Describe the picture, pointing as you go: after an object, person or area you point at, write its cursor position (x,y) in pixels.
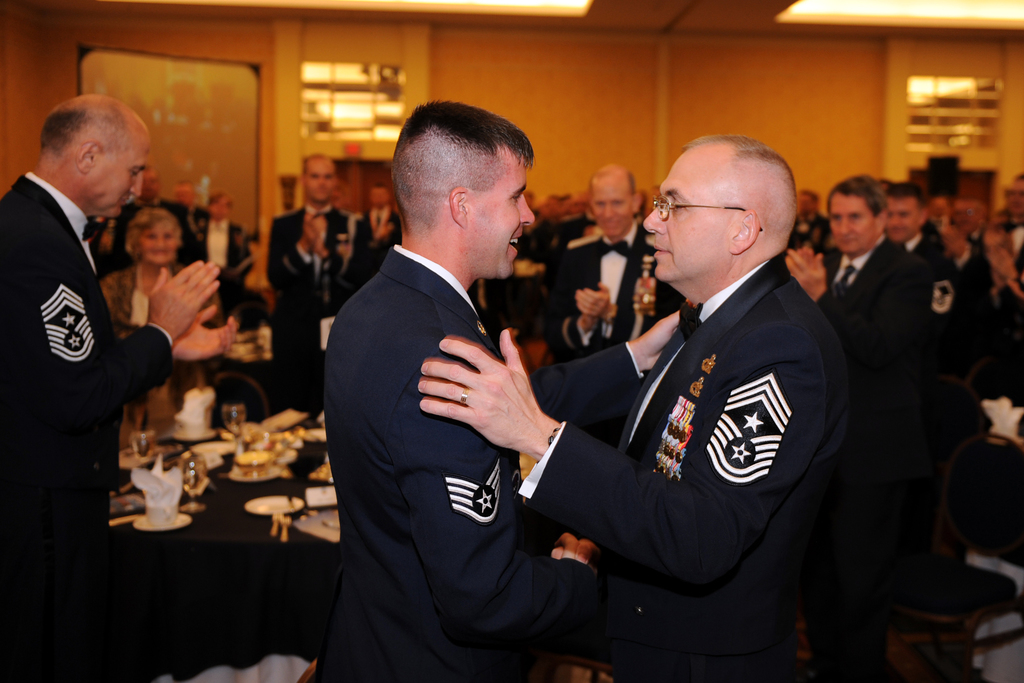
In the foreground of the image (571,387) there are two people (697,264) wearing blue color suits (737,346). In the background of the image (286,262) there are people (233,235) standing and clapping. There is a table (176,444) on which there are glasses (145,438) and other objects (188,408). In the background of the image (412,72) there is wall (447,50). At the top of the image (567,28) there is ceiling (775,16) with lights (803,17).
